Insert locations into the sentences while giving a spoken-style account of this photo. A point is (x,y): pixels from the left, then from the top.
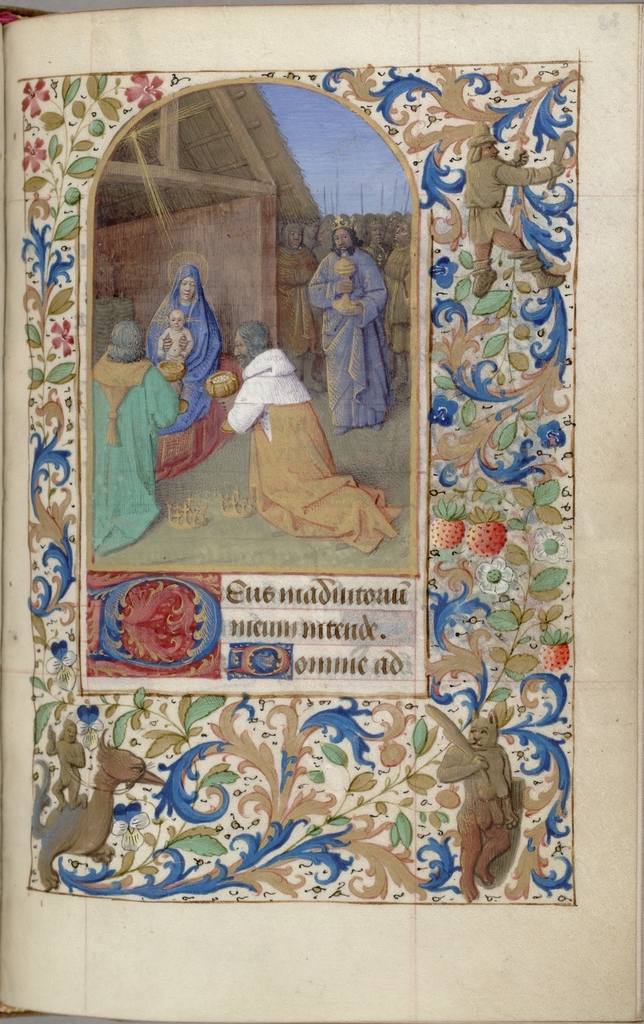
This image consists of a book (80,465), in which there is a picture (182,111) of many people (263,513). Beside the picture (311,110), we can also see the design (531,490).
